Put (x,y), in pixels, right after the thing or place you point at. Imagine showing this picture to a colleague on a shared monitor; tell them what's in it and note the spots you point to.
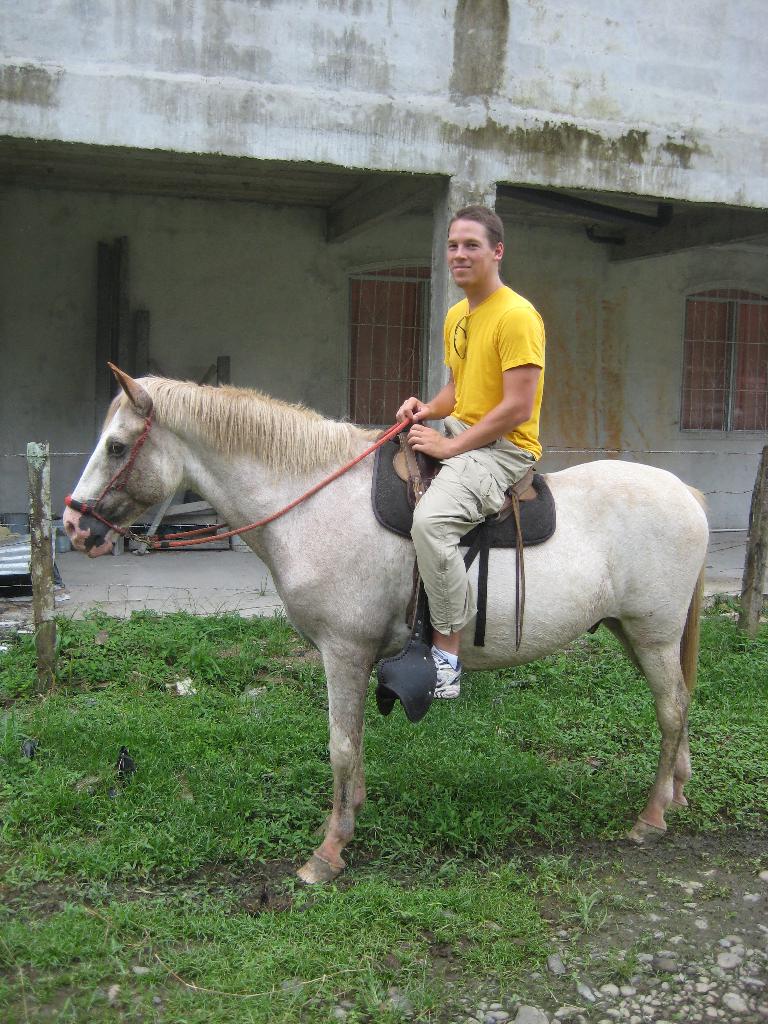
In there is a man (430,533) sat on horse (388,640) on grass land (406,856), back side of him there is a building (361,58).
